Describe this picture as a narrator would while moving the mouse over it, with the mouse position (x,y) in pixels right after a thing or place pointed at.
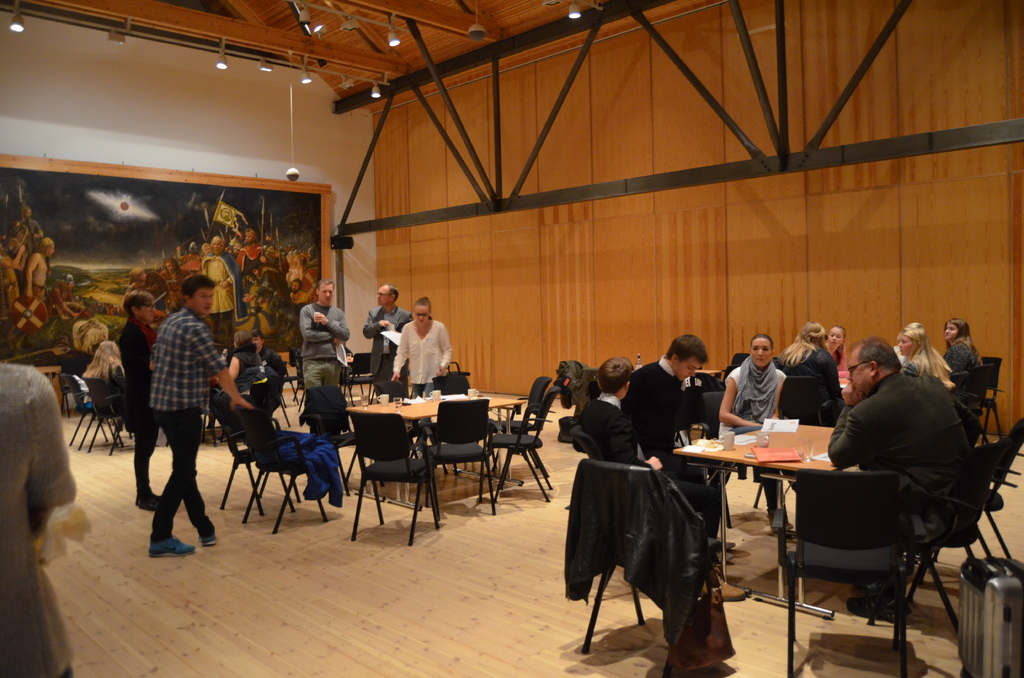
In the image we can see there are people (930,458) who are sitting on chair (960,515) and few people (385,371) are standing. At the back (130,67) there is a wall (364,316) on which there is big photo frame (228,294).
